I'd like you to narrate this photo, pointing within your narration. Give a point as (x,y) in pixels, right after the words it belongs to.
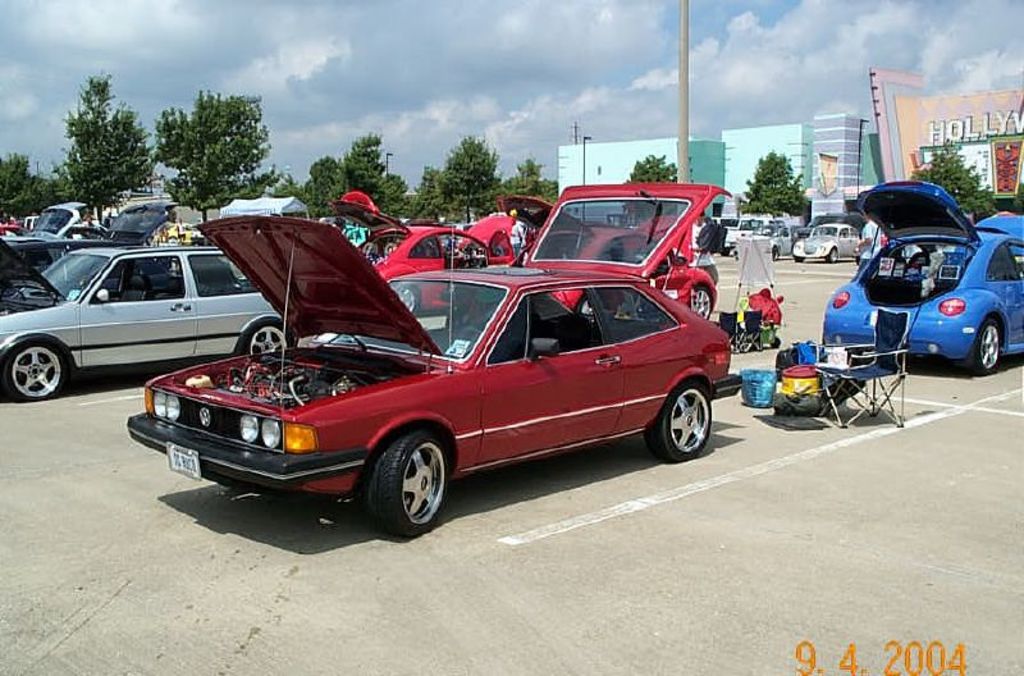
In the center of the image (557,319) we can see some vehicles (713,338), bags (806,392), chair (752,316), poles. In the background of the image (631,148) we can see some trees (473,172), buildings (803,155), electric light pole (584,145). At the top of the image (428,62) clouds (422,33) are present in the sky (437,23). At the bottom of the image (545,621) there is a road (602,563).
